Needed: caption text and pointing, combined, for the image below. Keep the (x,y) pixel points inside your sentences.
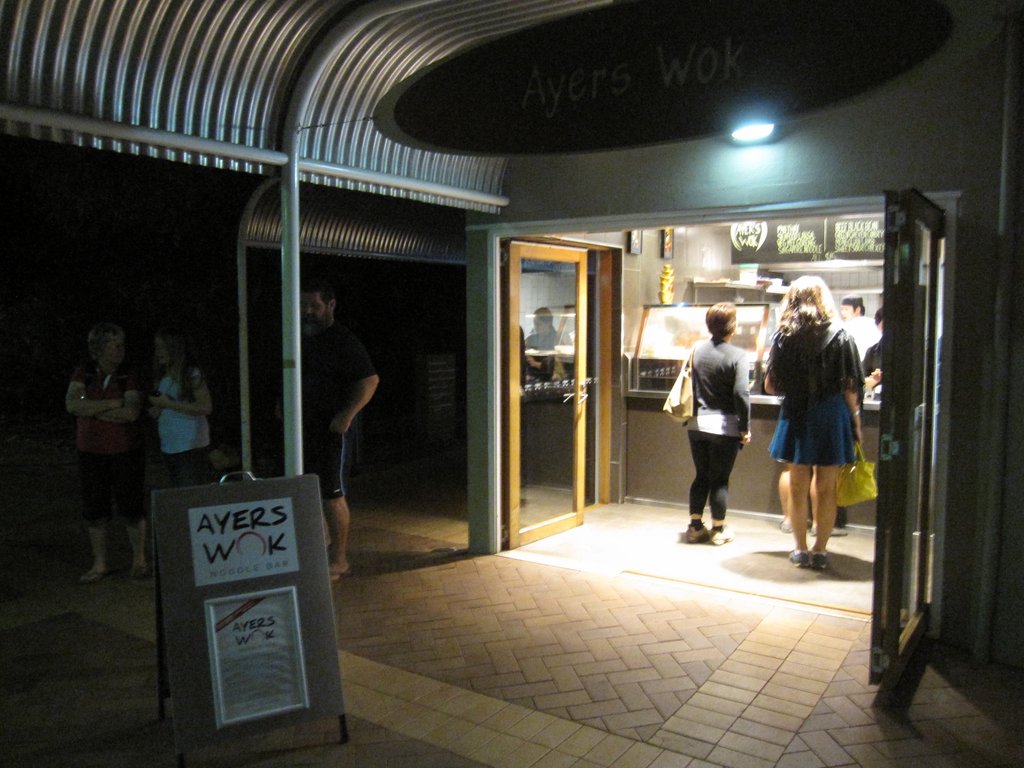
In this picture we can see there are groups of people (706,388) standing. On the left side of the image (268,511), there is a board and a pillar (299,414). At the top of the image (575,54) there is a name board (676,81). On the right side of the image (908,228), there is a door (896,222). In front of the people (728,368) there are some objects (757,315). Behind the three persons (95,374), there is the dark background (272,394).
